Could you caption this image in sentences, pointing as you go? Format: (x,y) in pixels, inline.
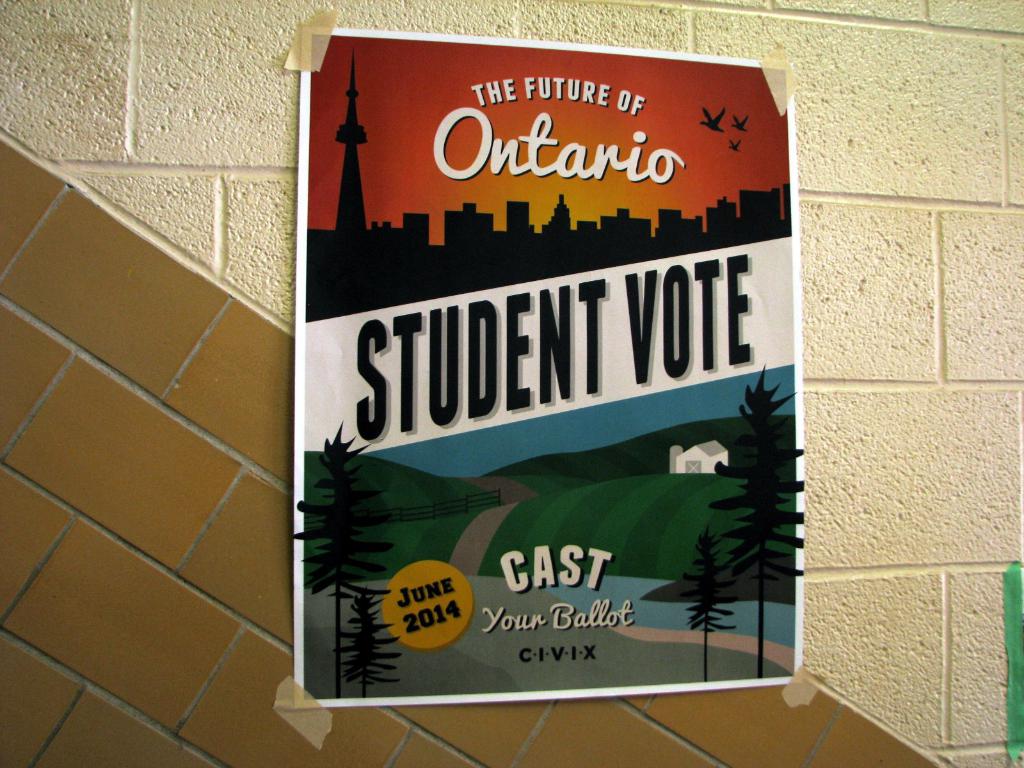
In the middle of the image (532,357), there is a poster (484,80) having two images (483,108) and texts (492,359) posted on the wall (231,127). And this wall (127,50) is having two colors.
